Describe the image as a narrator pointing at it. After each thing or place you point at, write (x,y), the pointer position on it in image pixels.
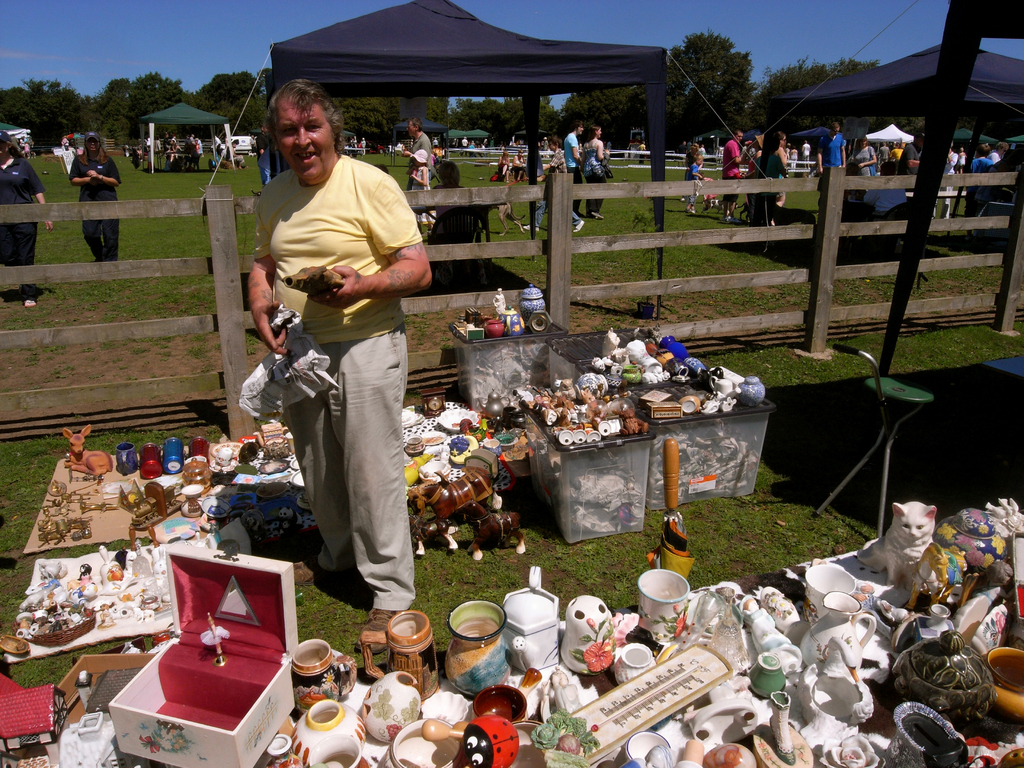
There is a person (350,302) standing and holding something. In front of him there are many pottery items (606,655). Also there are boxes (642,455). On that there are many items (594,424) kept. In the back (561,274) there is a railing (847,229). Also there are tents (846,104). Many people (590,148) are there. There is a grass lawn (204,177). In the background (231,70) there are trees (513,102) and sky (670,42).
